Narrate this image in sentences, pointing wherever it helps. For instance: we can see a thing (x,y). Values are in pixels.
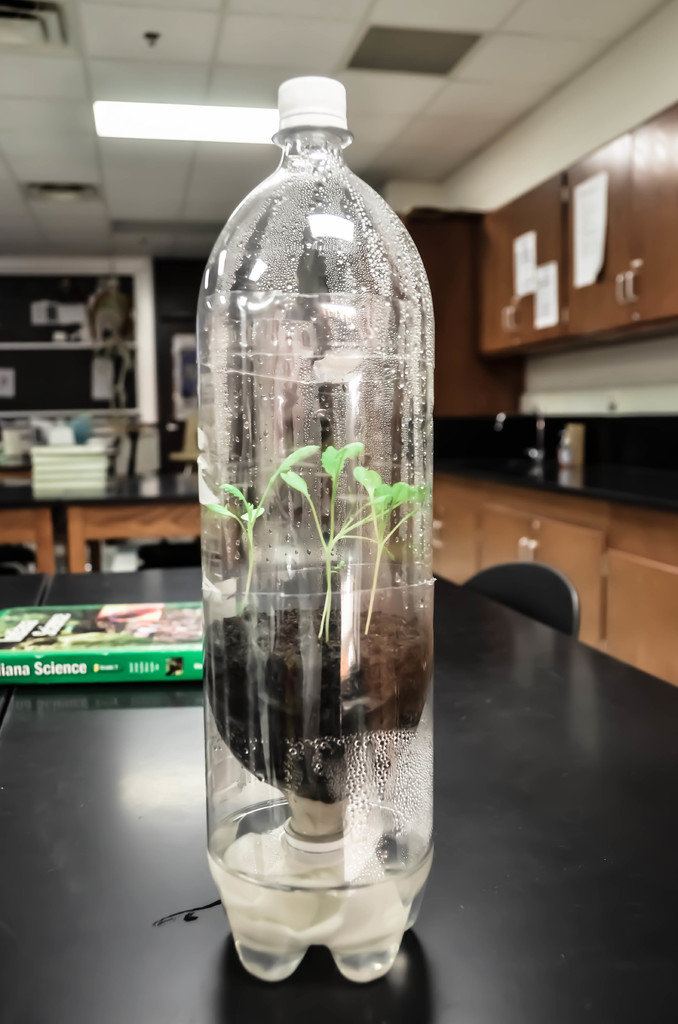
In this picture we have a bottle (296,748) on the table (506,719) in which there is a plant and a book (129,639) on the table (160,598).
